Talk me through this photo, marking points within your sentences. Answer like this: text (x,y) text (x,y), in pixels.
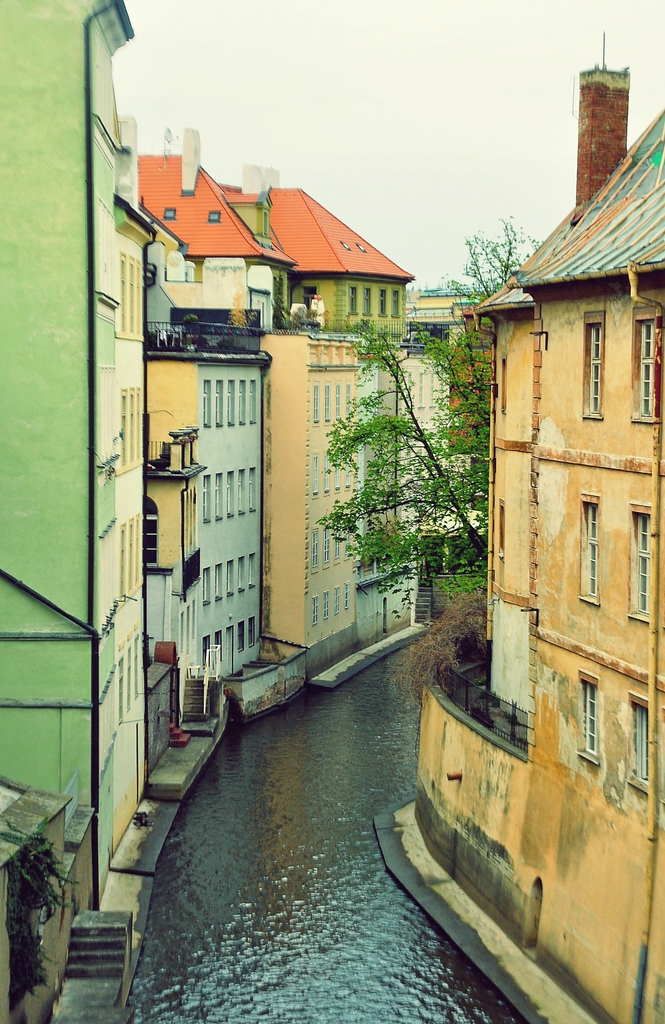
In this image we can see a canal (278,730). To the both sides of the canal (251,765) buildings (189,601) are present. In the middle of the image (414,469) tree (408,428) is there. The sky (418,138) is white in color.
